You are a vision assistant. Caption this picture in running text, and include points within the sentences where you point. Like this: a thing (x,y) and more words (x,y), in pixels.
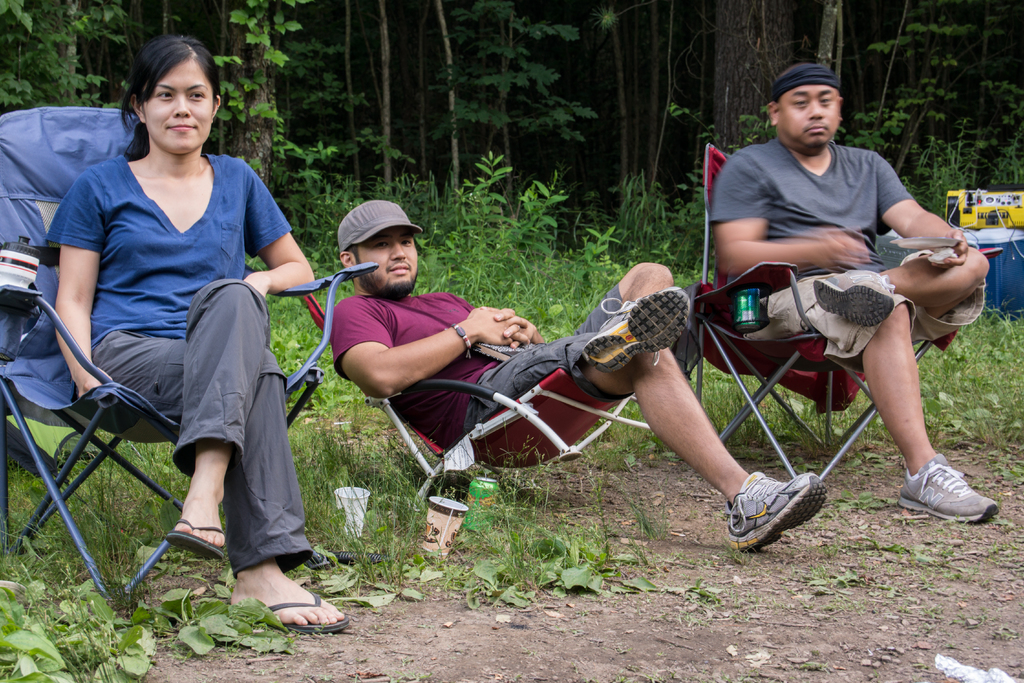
In this image we can see three persons (743,160) sitting on the chairs (27,533). Here we can see a man (850,235) on the right side (927,228) is holding the plate (930,244) in his left hand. This is a machine (986,220) on the cooler (1004,231) on the right side (986,193). In the background (978,178), we can see the plants (544,246) and trees (479,85).
